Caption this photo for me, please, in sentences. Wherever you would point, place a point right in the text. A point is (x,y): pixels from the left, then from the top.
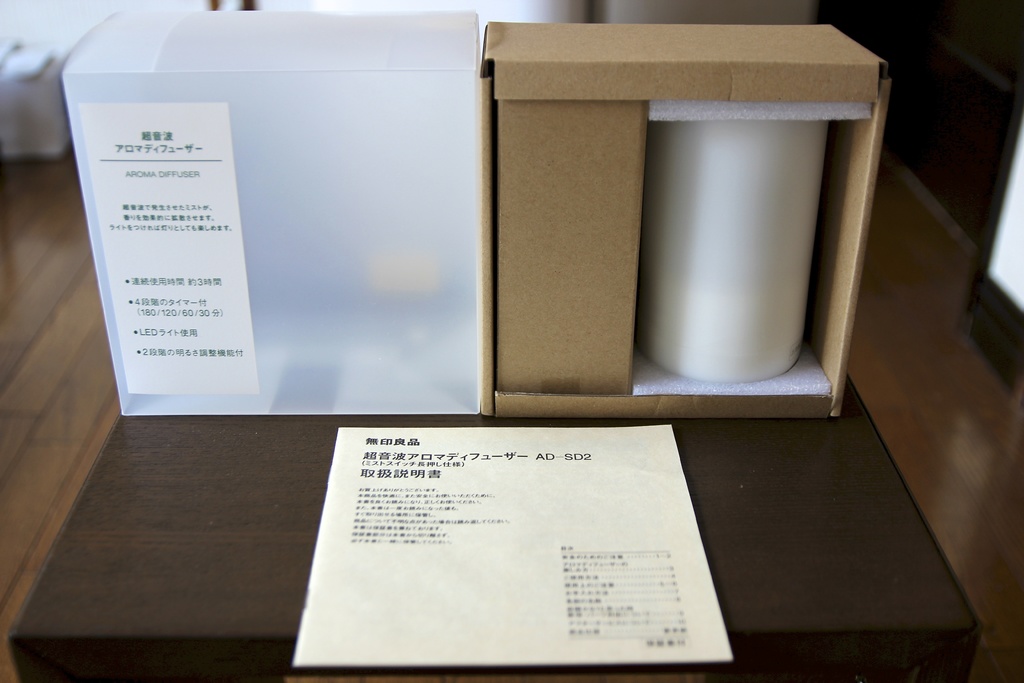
There are some objects (493,331) and a paper (506,596) is kept on a wooden surface (275,510) as we can see in the middle of this image (515,322).
